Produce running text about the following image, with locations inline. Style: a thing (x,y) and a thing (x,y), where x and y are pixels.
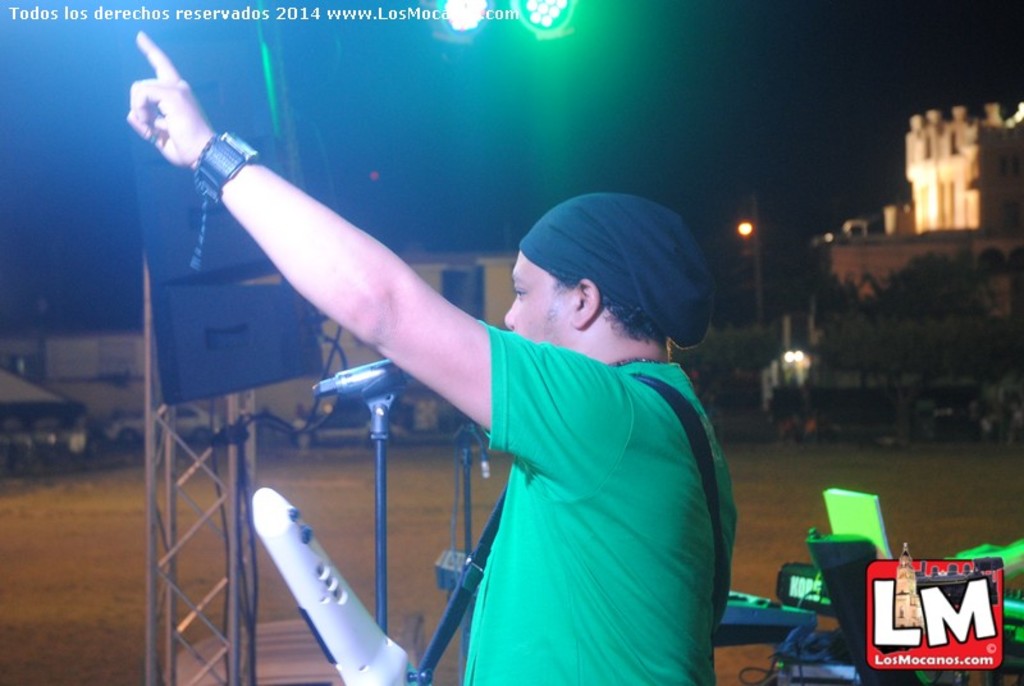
In this image we can see a person (530,611) and there is a white object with strap (433,645) in front of the person (511,639). Behind the person (530,646) we can see a building (90,346), mic (387,373) with stand (373,437), speaker (223,357) and vehicles (348,426). On the right side (702,367), we can see a group of trees (977,371), a building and a street pole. In the bottom right (868,619) we can see few objects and a logo (913,605). At the top (546,3) we can see the lights (449,29) and some text (325,11).
